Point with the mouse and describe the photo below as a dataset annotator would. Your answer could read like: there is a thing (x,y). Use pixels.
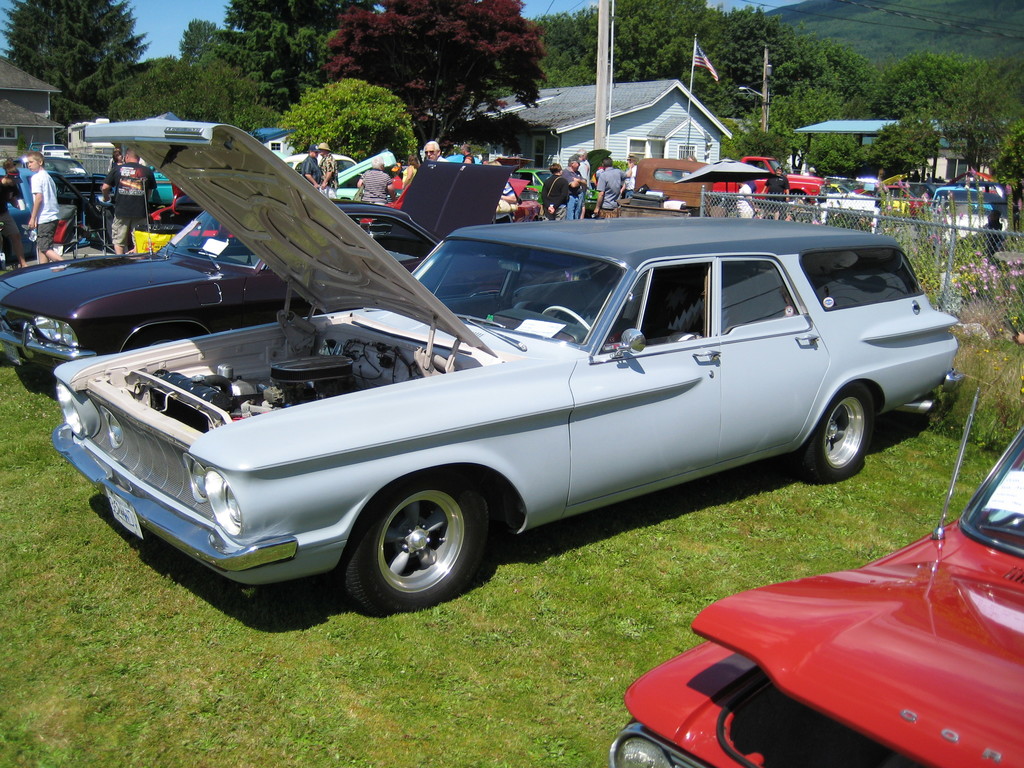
In this image, we can see persons (116,180) and cars (691,375). There is a pole (599,134) and flag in front of the shelter house (554,91). There is a fencing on the right side of the image (948,282). There is a grass (534,620) on the ground (483,679). There are some trees (757,26) at the top of the image (420,107).
